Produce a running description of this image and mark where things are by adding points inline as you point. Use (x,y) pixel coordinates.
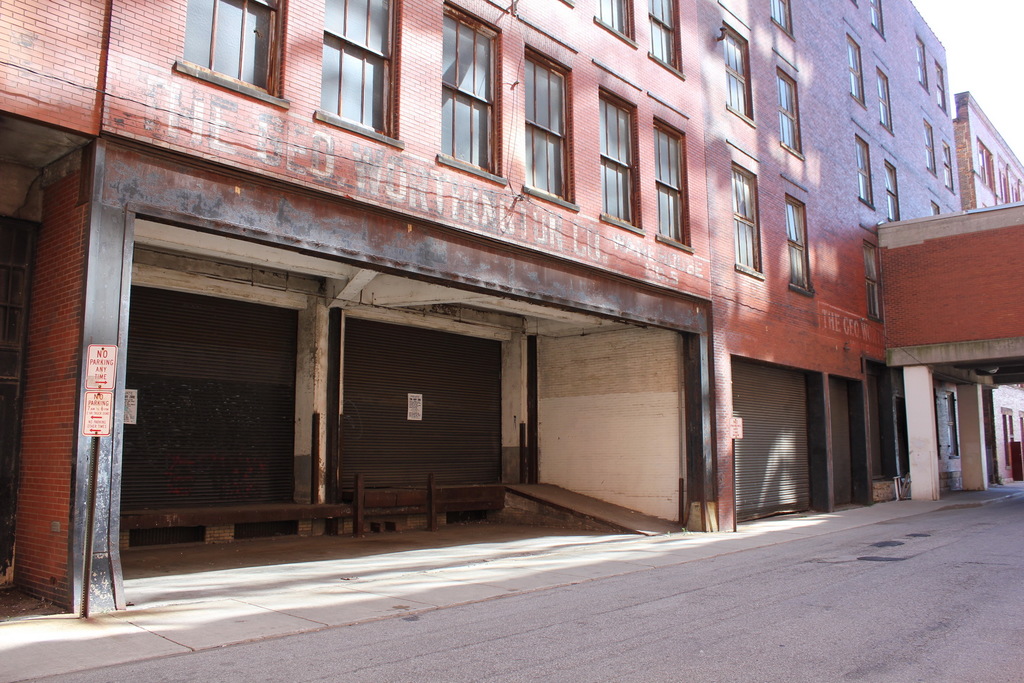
At the bottom of the picture (692,606), we see the road (696,651). Beside that, we see buildings (543,370) in red color. We even see pillars (317,331) and windows (624,117). On the right side (790,430), we see a shutter (800,407).
